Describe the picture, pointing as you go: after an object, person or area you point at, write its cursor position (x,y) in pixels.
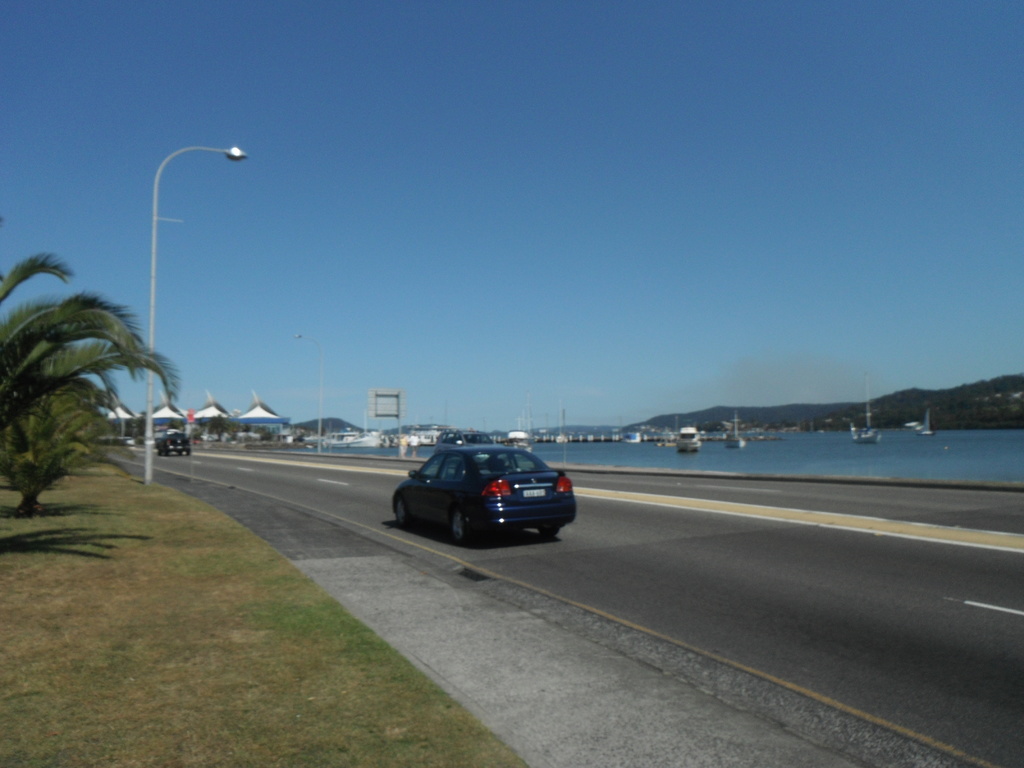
In this picture I can see few boats (726,443) in the water (650,461) and a pole light (156,247) and I can see a building (260,408) and a tree (97,445) and couple of cars (544,526) moving on the road (582,537) and a hoarding board (387,412) and a blue sky (445,175) and i can see grass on the left side of the picture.
